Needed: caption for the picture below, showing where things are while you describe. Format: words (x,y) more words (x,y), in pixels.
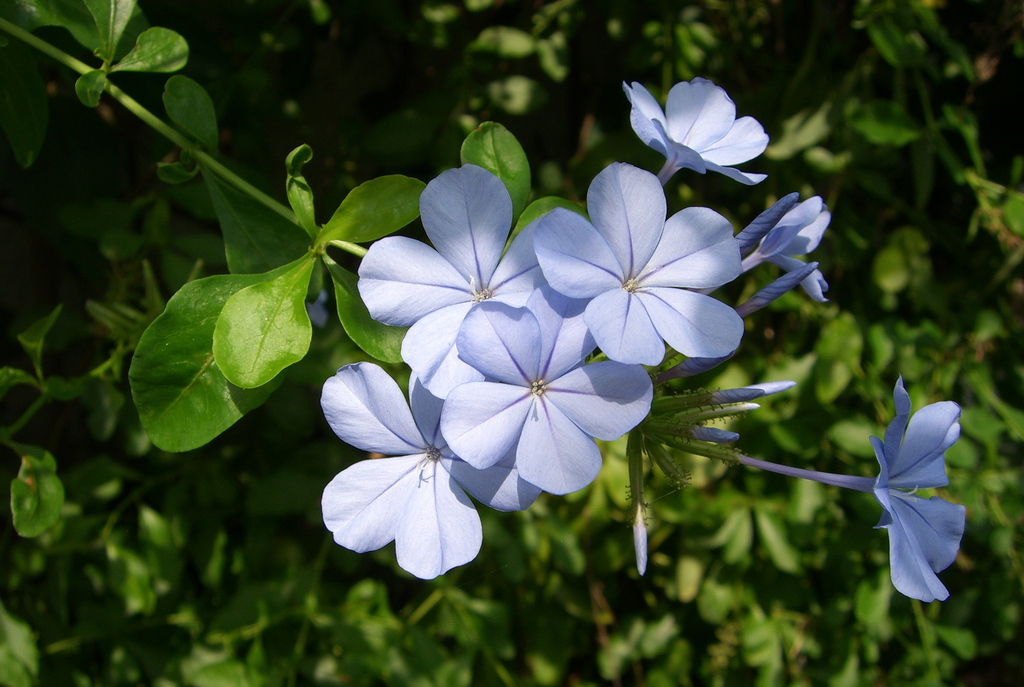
There are violet color flowers (417,279) on the stem (321,241). In the background (283,478) it is green and blurred.
